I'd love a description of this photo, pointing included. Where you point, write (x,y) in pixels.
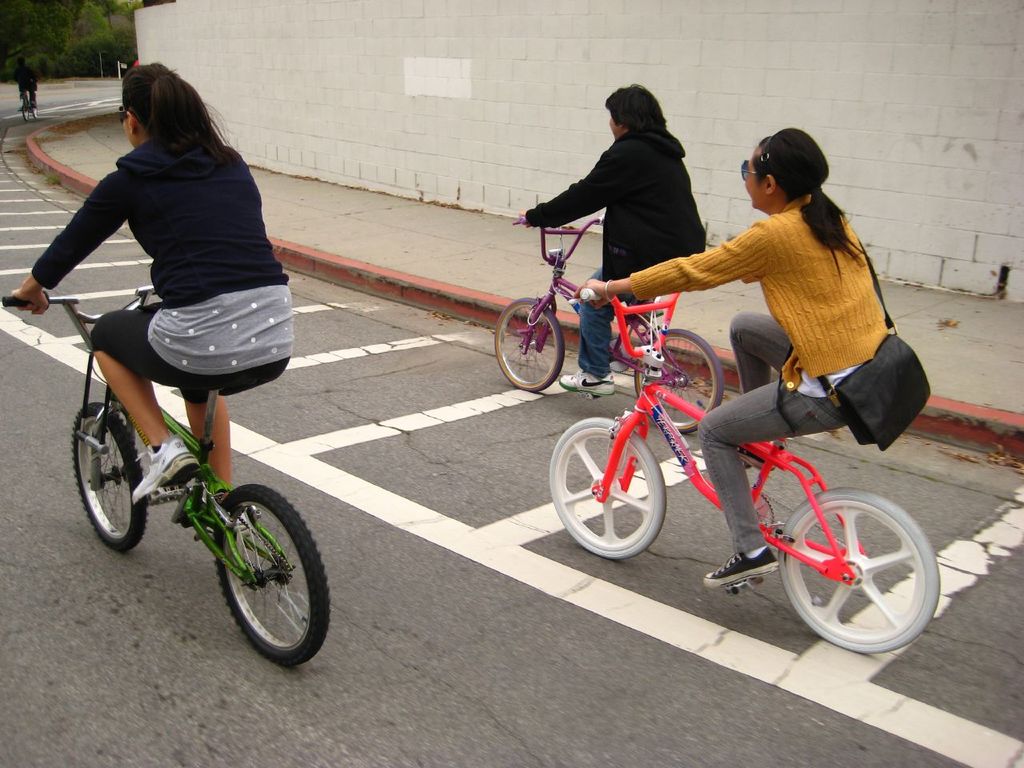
In this picture we can see three persons (866,341) on the bicycle (512,362). She is carrying her bag (892,420). This is road (413,356) and there is a wall (901,91).
